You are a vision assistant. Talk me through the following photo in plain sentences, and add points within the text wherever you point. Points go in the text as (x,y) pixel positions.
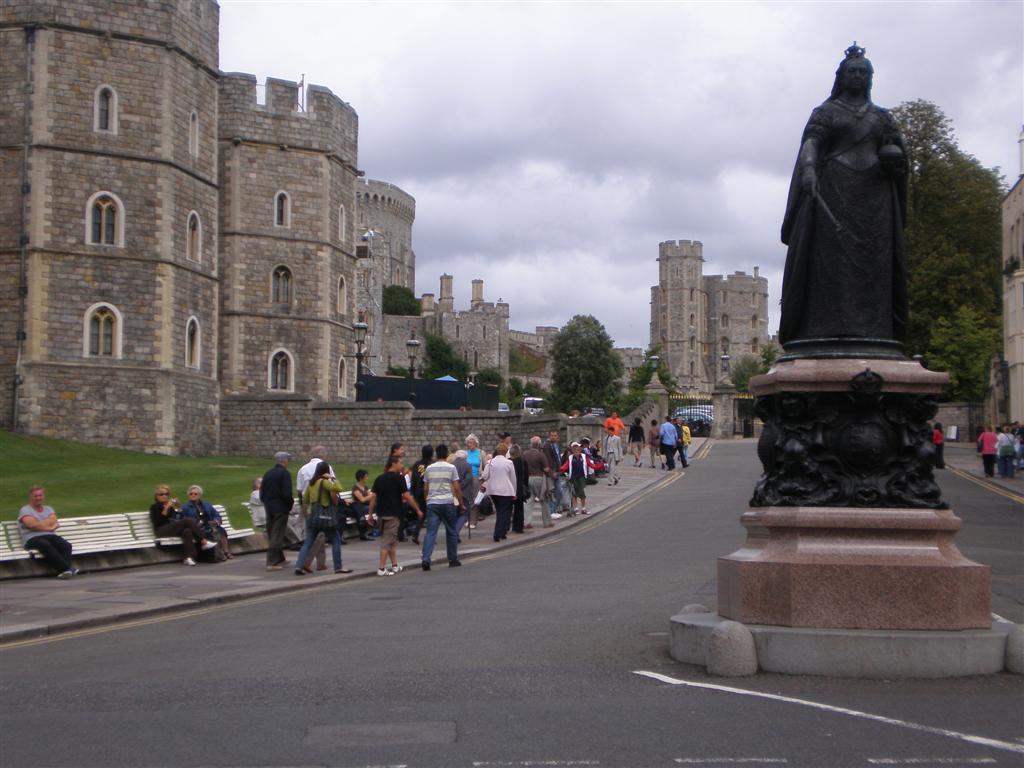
In this image there are buildings (388,342), light poles (408,359), trees (556,340), cloudy sky (715,185), statue (837,166), grass (104,504), benches (68,527), people (402,483), road (651,537) and objects (717,407). Among them few people (54,545) are sitting on benches (149,517).
